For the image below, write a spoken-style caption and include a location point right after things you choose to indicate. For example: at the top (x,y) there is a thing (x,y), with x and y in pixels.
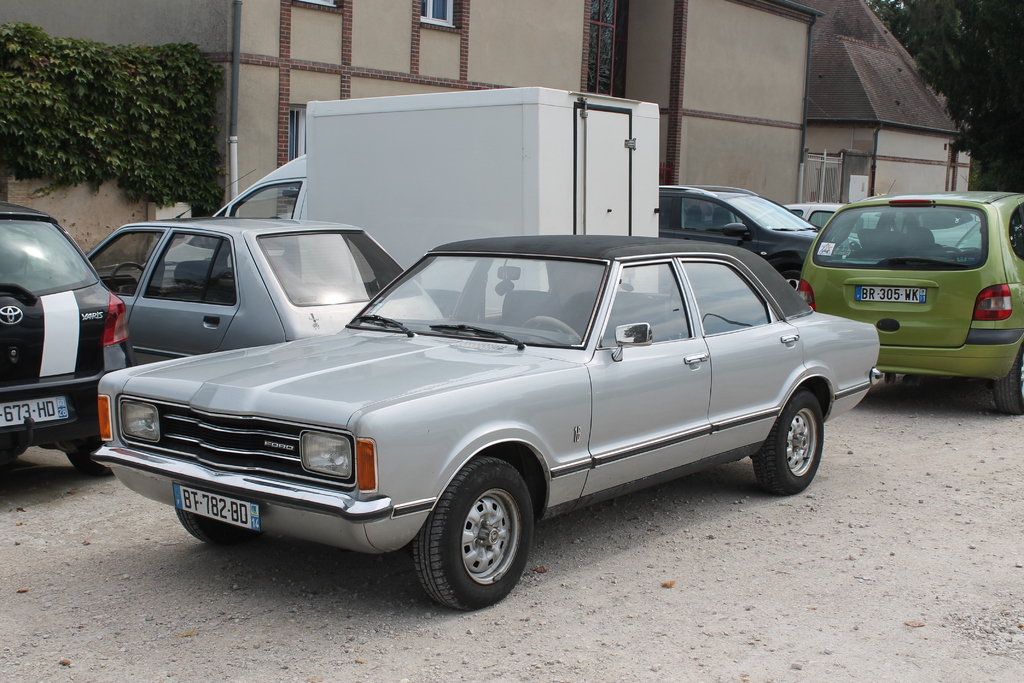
In this image I can see few vehicles (659,264) on the road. I can see few buildings (67,10), windows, trees (980,185) and few poles (234,123).
